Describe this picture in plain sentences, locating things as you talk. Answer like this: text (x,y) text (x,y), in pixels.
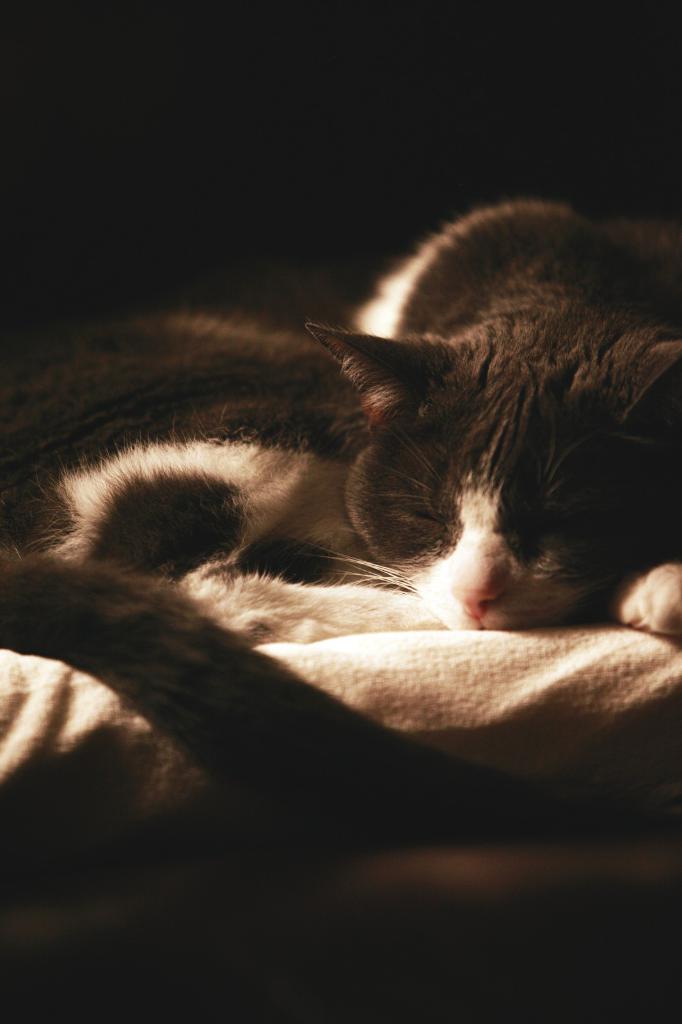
In this image I can see a cat (326,465) is lying on the bed (522,749). This image is taken may be during night.
